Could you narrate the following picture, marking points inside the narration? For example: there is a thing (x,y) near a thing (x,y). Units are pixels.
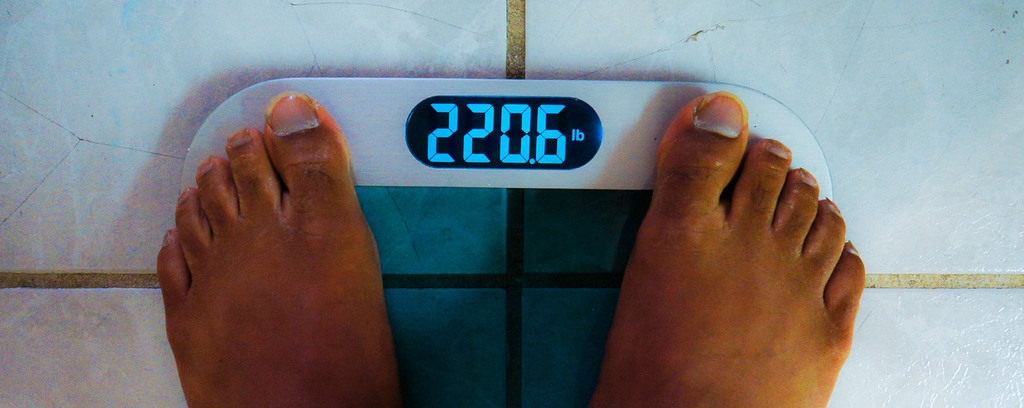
In this image I can see the person's legs (699,281) on the weight machine (649,161) and I can see white color background (712,5).
